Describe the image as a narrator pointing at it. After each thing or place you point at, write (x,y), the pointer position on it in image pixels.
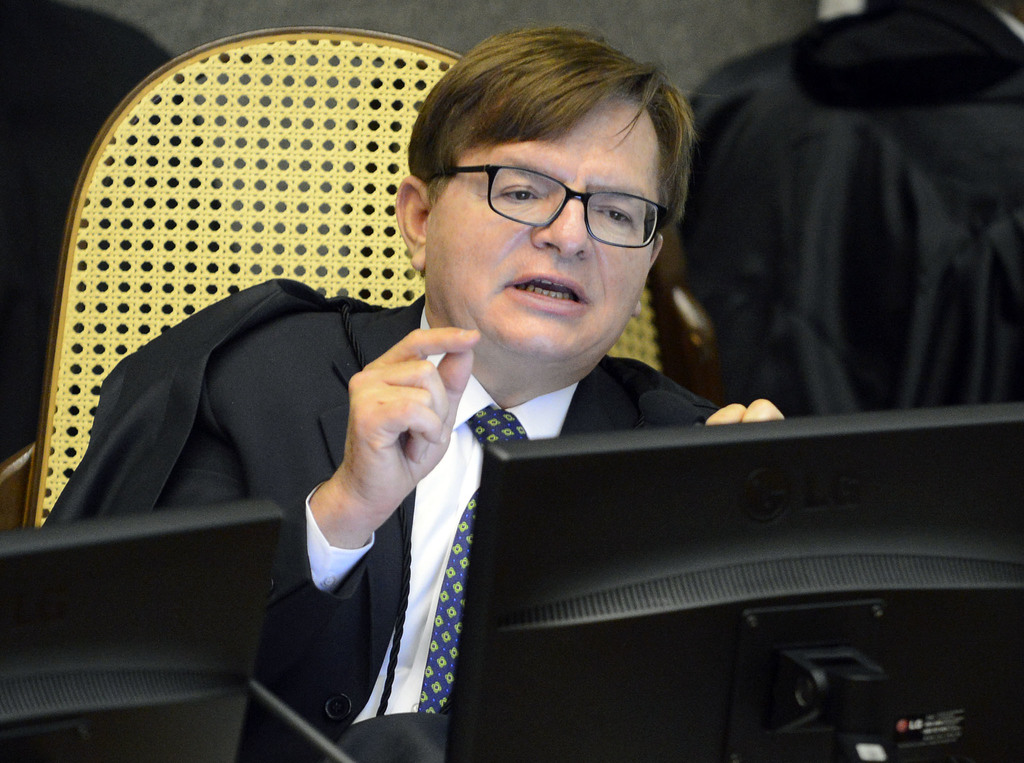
This is a zoomed in picture. In the foreground (595,629) we can see the monitors (624,580). In the center (382,422) there is a person (268,471) wearing suit (591,401), sitting on the chair (406,303) and seems to be talking. In the background (720,8) we can see the wall (584,2) and some other objects (893,230).
